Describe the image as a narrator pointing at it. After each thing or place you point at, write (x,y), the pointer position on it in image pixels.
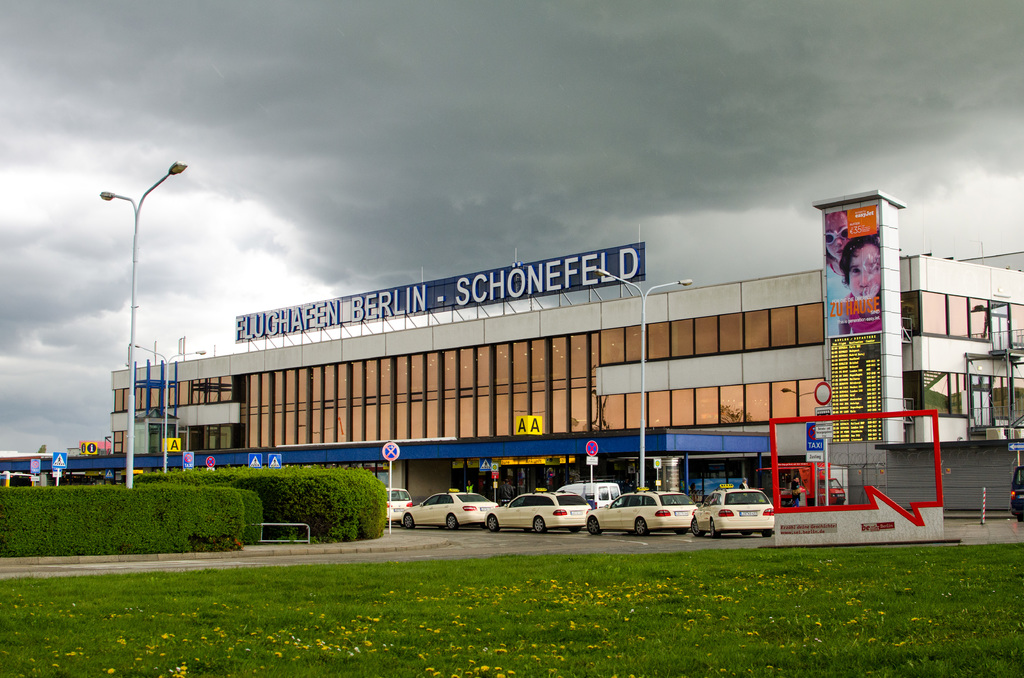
In this image we can see the grass (408,582), shrubs (207,526), vehicles (588,485) parked here, caution boards (498,476), light poles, building (739,340), name board (481,299) and the cloudy sky (758,178) in the background (343,152).
